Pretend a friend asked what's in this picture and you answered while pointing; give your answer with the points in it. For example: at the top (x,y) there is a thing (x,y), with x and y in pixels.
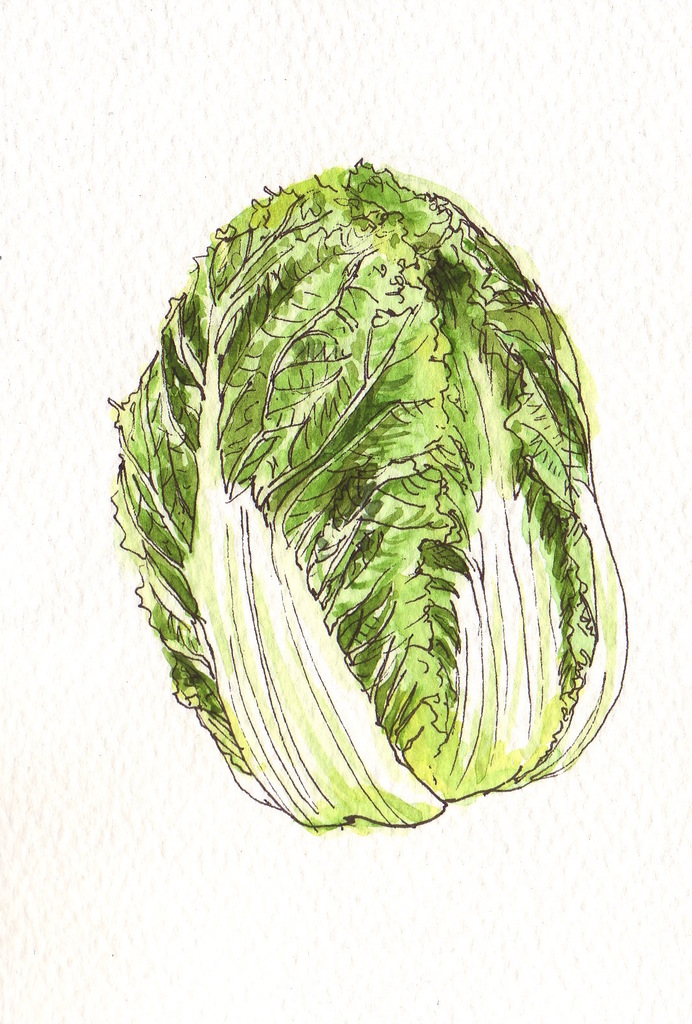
This picture contains the cabbage (390,517), which is green in color is drawn on the paper (489,6). In the background (37,317), it is white in color.
